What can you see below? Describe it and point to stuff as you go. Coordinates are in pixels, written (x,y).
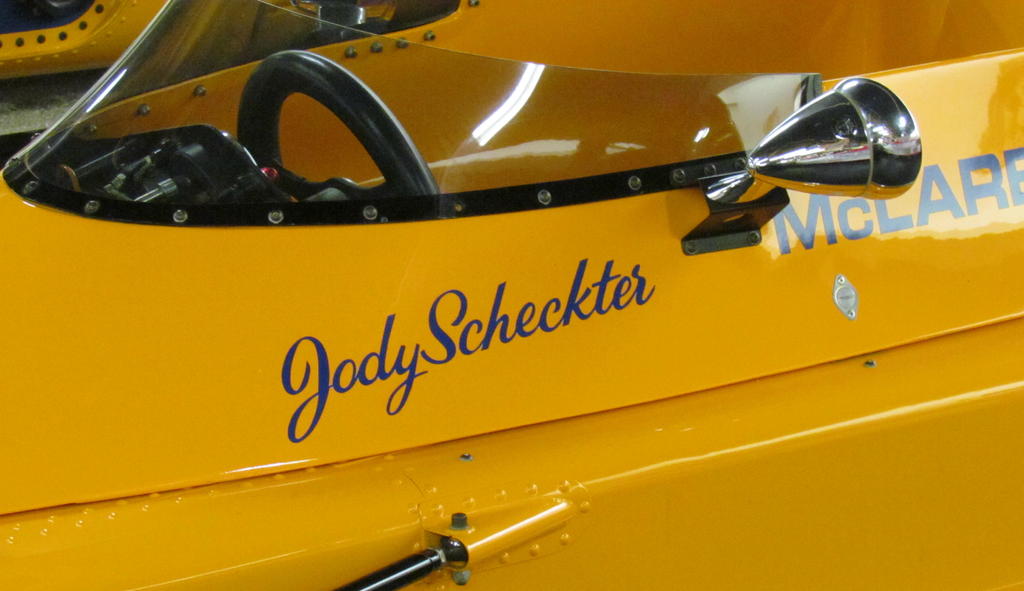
In this image there is a yellow vehicle (465,347) with text (465,347).
